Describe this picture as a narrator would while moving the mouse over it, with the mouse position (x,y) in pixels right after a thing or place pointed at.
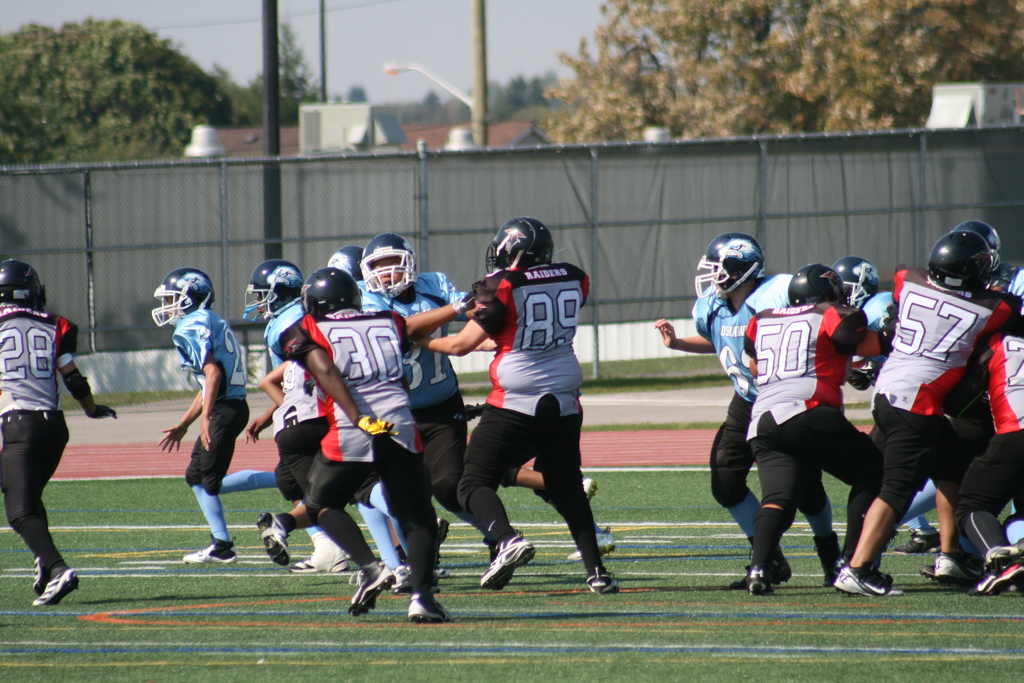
In this image I can see there are group of people (289,459) running on the ground (595,622) and they are wearing a helmet (851,298) and I can see a fence (430,247) in the middle (616,232), at the top (92,96) I can see poles (322,79) and trees (285,34) and the sky (250,36).
